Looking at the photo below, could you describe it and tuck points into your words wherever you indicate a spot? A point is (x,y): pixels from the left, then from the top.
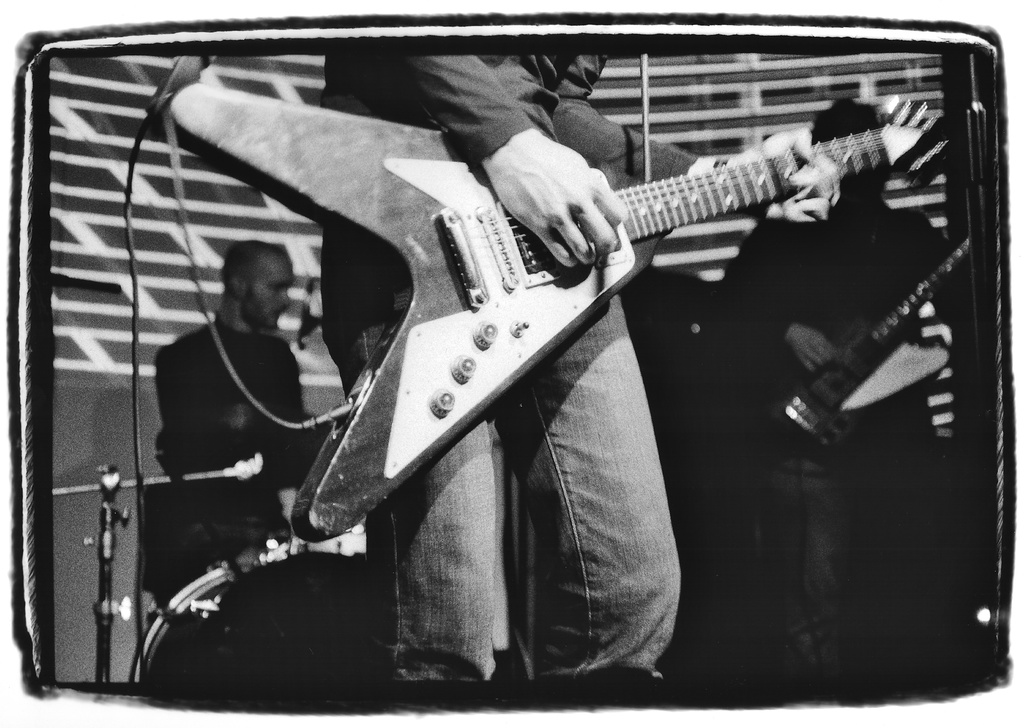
This is a black and white image. Man (557,185) in front of the picture holding guitar (627,226) in his hands (817,155) and playing it. Behind him, we see a man (268,392) sitting on the chair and on the right corner of the picture (820,258), man (822,319) is holding guitar (944,363) in his hands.
